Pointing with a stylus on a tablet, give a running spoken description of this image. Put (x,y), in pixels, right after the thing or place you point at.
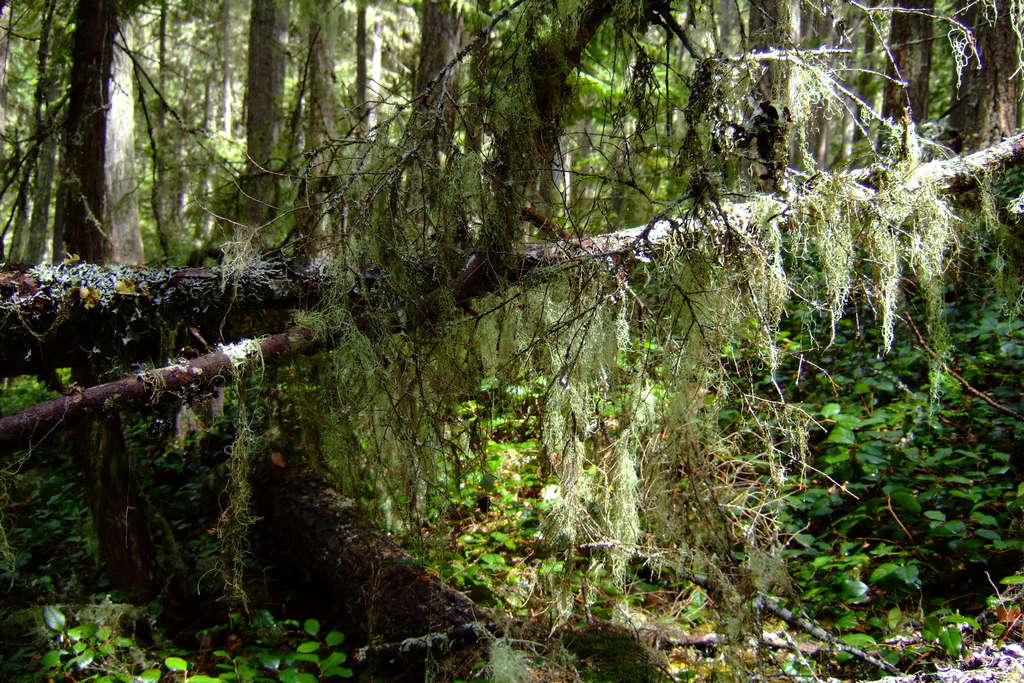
In this image there are plants (802,528) and trees (92,165) in the image. In the foreground (86,320) there are branches (282,331) of the tree (247,341).
